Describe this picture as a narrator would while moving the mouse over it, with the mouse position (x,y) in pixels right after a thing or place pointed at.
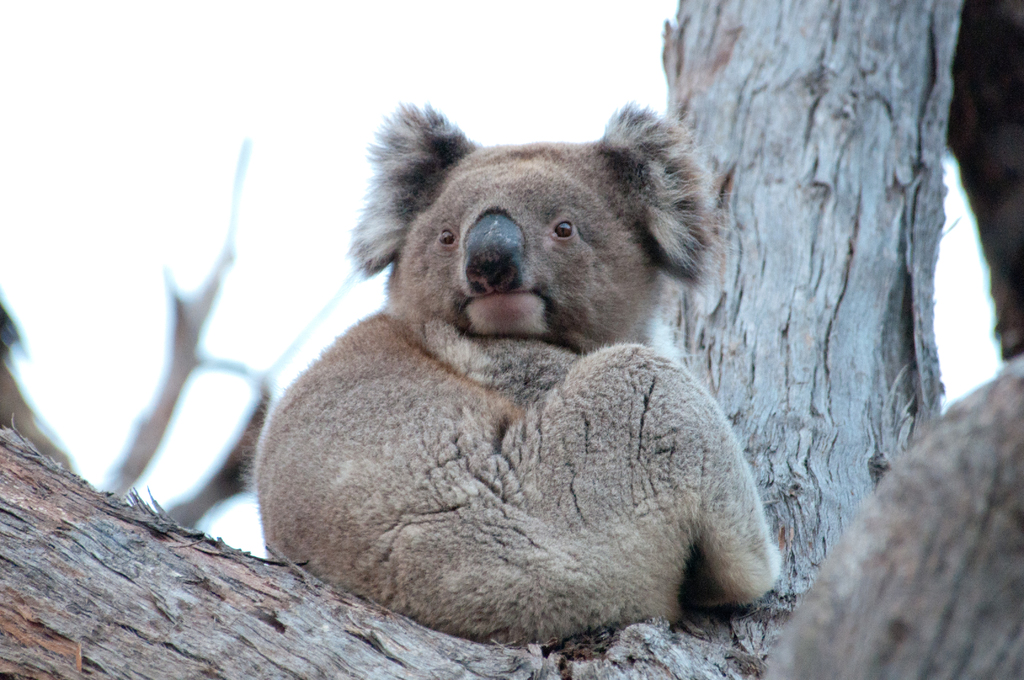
In this picture I can see there is a koala (411,396) sitting on the tree (172,526) and in the backdrop (330,294) I can see the sky (300,266) is clear.
